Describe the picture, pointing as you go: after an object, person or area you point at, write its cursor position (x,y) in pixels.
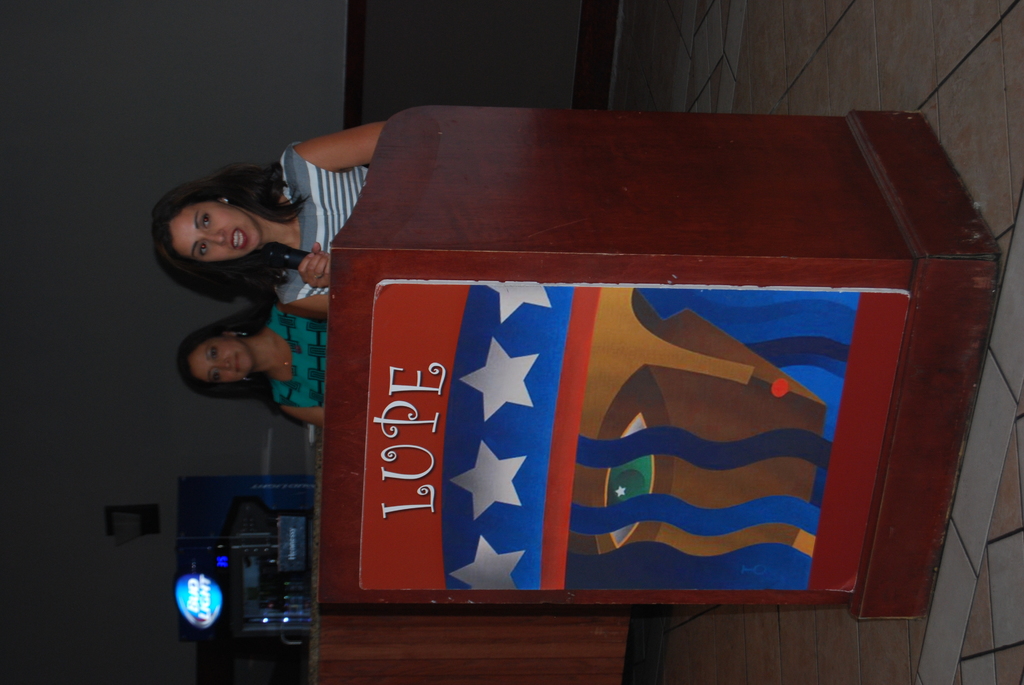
In this image we can see two women (259,232) are standing. One woman (275,216) is holding mic (293,258) in her hand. In front of them podium (682,388) is there. Background of the image (270,571) wall (124,309) and machine (231,537) is present.
